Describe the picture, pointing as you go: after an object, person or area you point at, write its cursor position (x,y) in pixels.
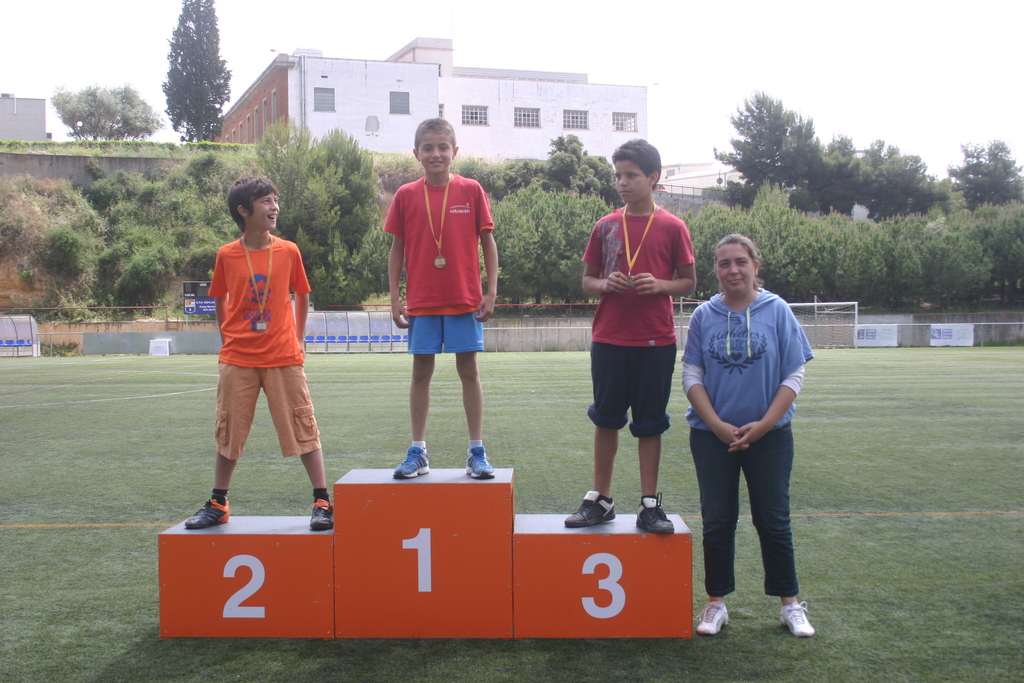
In this image I can see three boxes (683,568) which are orange and white in color and three children (273,334) are standing on them. I can see a woman (777,449) wearing blue and black colored dress (777,448) is standing beside them. In the background (552,270) I can see few trees (529,237), few buildings (325,83), few white colored banners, few goal posts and the sky (731,20).
